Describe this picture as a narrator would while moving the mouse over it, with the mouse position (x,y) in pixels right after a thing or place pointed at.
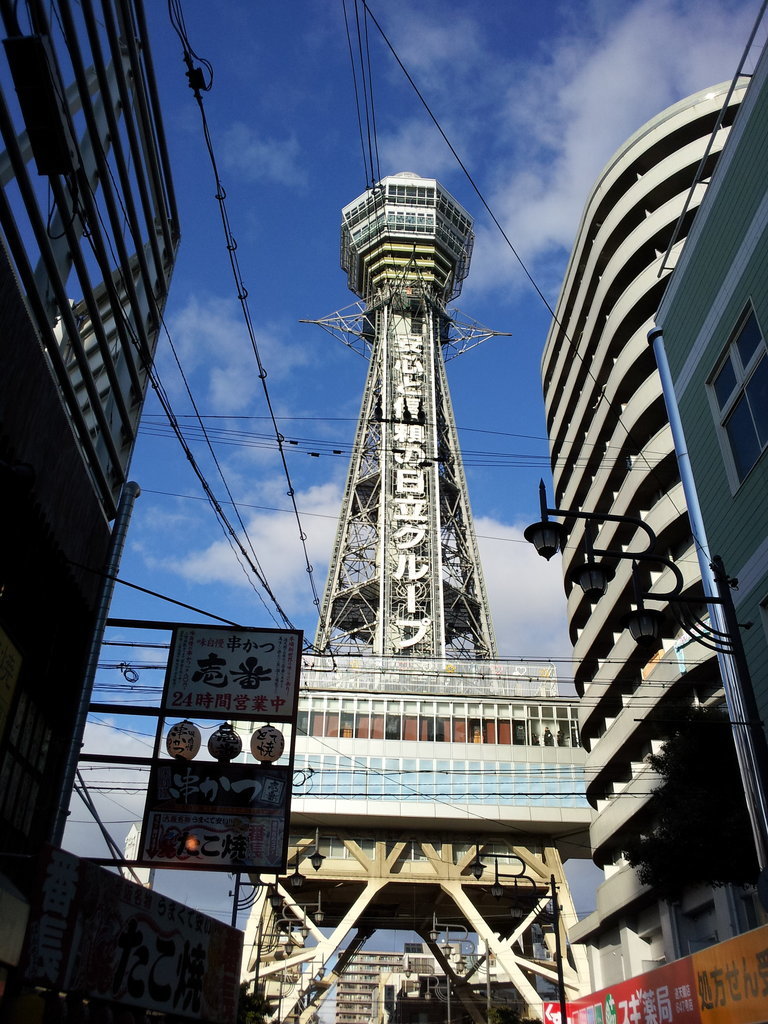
In the image there are buildings (33,361) on either side with tower (428,649) in the middle (436,556) and wire (241,555) hanging in the air and above its sky (527,142) with clouds (596,108).
